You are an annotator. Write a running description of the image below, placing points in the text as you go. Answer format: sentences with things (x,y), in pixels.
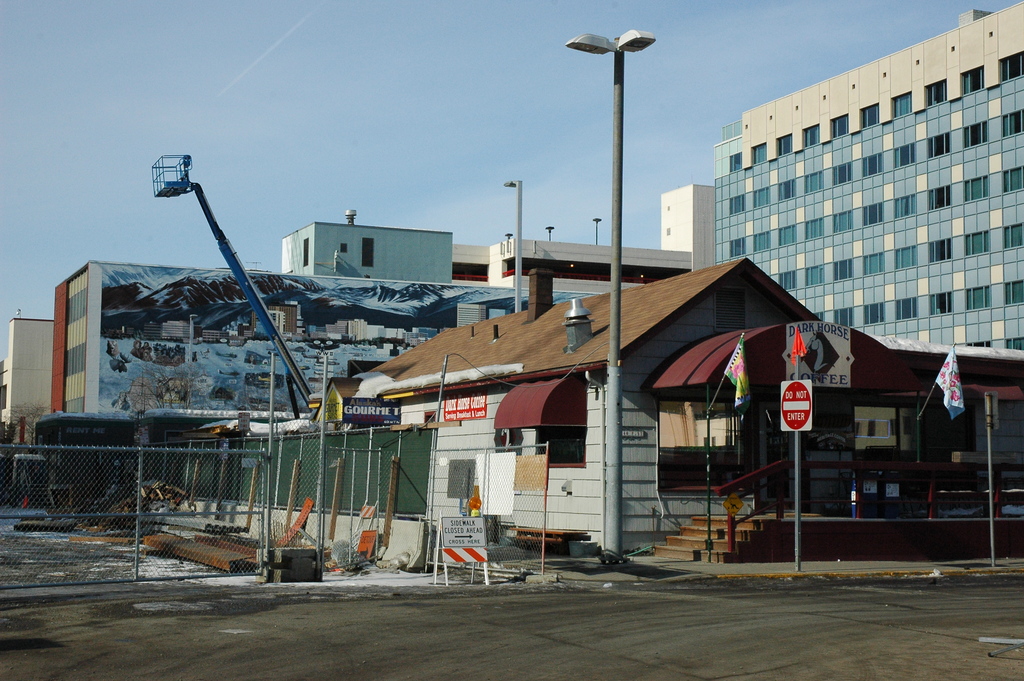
In this picture there is a brown color shed (744,422) and beside a fencing grill (495,502) and lamp post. Behind there is a building (138,387) with spray painted wall (165,318). On the right side of the image (717,164) there is a white and blue color building (740,194).
